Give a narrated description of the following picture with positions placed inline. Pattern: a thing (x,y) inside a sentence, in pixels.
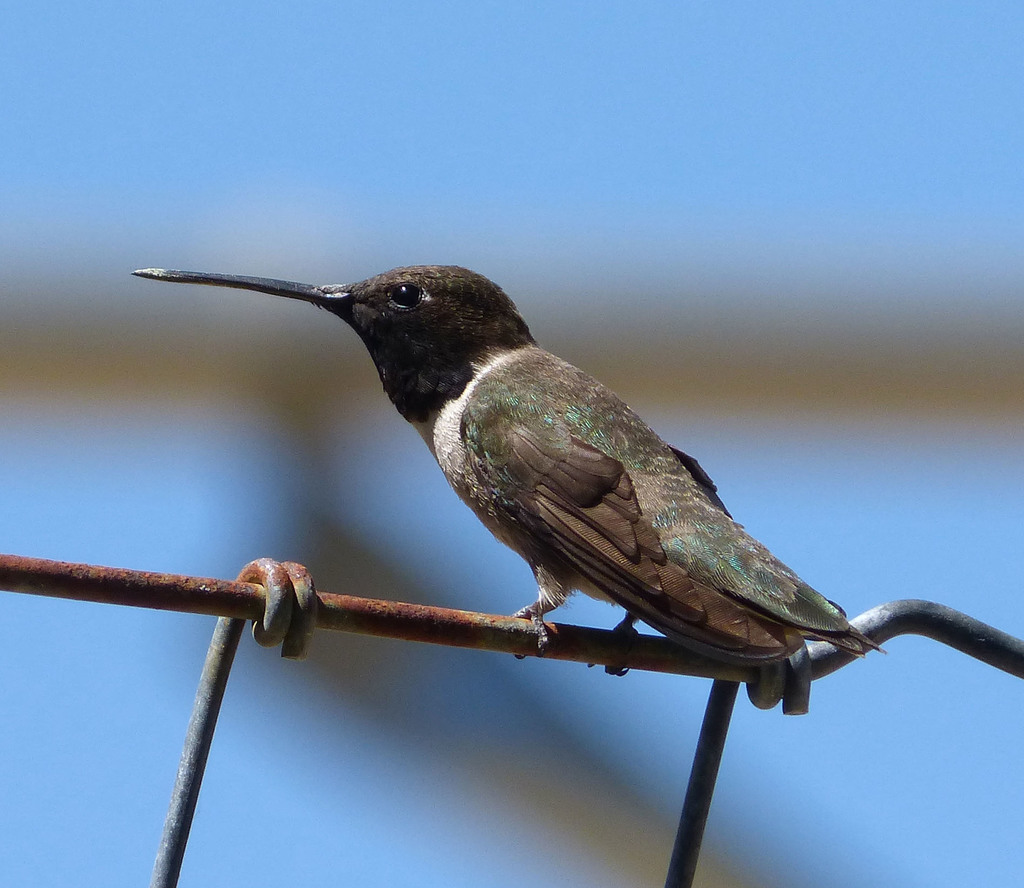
This image consists of a hummingbird (468,475) sitting on a metal wire (626,660). It is in green and brown color. In the background (152,230), the image is totally blurred.
